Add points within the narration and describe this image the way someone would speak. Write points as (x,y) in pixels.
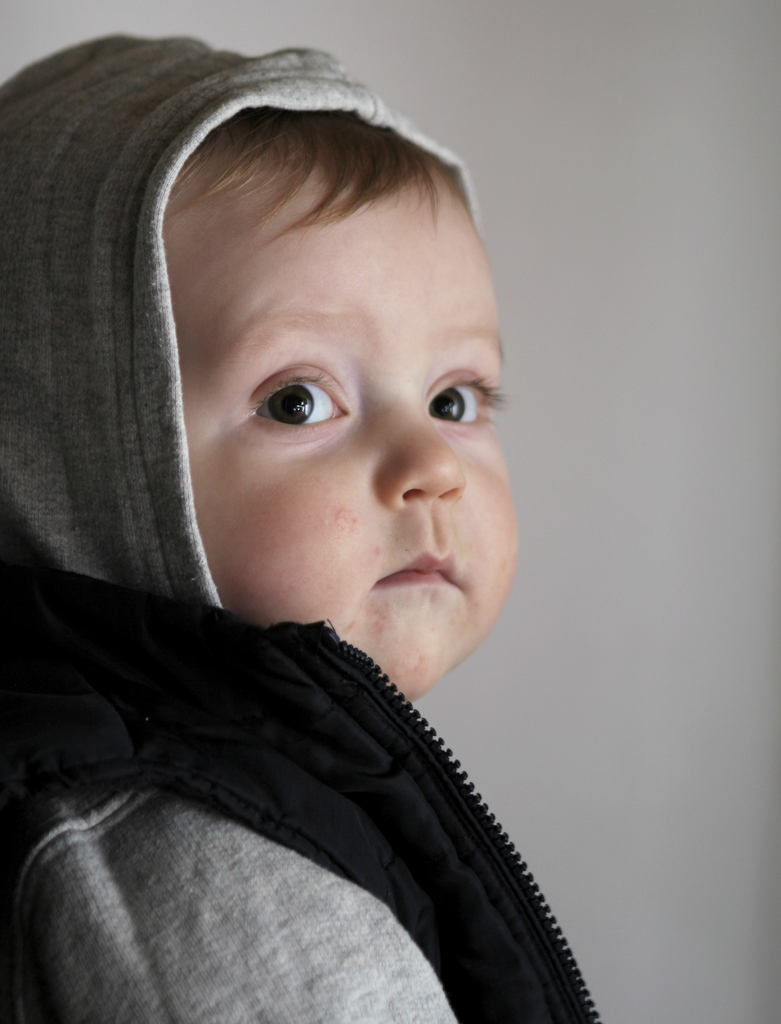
In this image I can see a child (301,583). The child (257,534) is wearing a hoodie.
